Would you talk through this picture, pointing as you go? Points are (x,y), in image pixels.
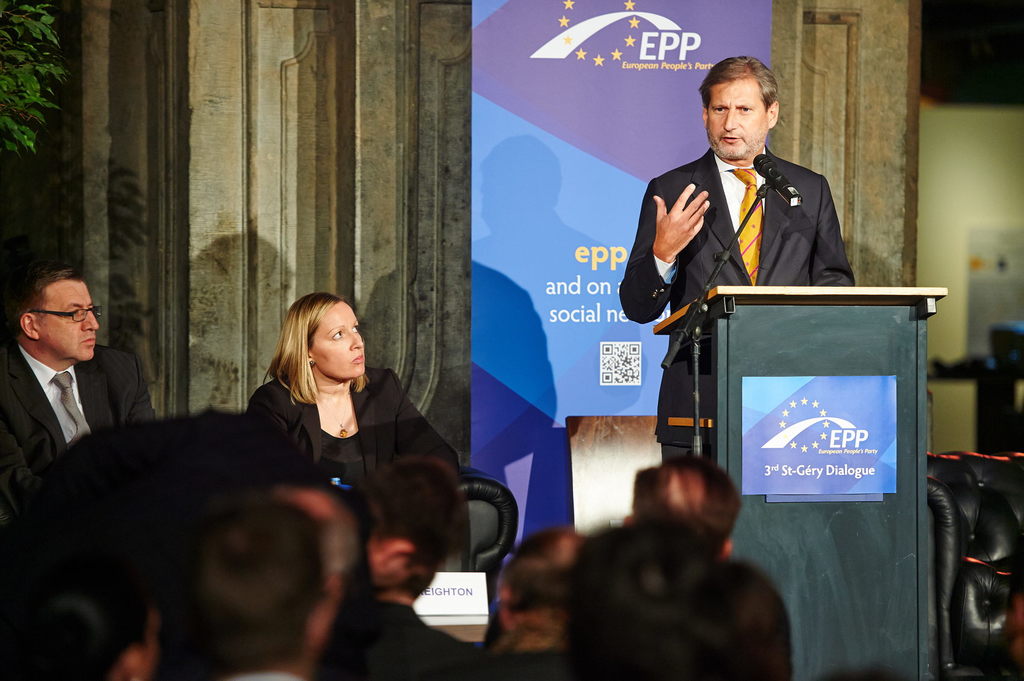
In the image in the center (681,287) we can see one man (690,272) standing. In front of him, there is a wooden stand (806,345) and microphone (716,268). On the left side of the image (318,347) we can see two persons (295,371) were sitting on the chair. In the bottom of the image (338,577) we can see few more people (409,604). In the background (588,301) there is a wall (898,80), plant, banner (584,143), chair (1007,499) and few other objects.
